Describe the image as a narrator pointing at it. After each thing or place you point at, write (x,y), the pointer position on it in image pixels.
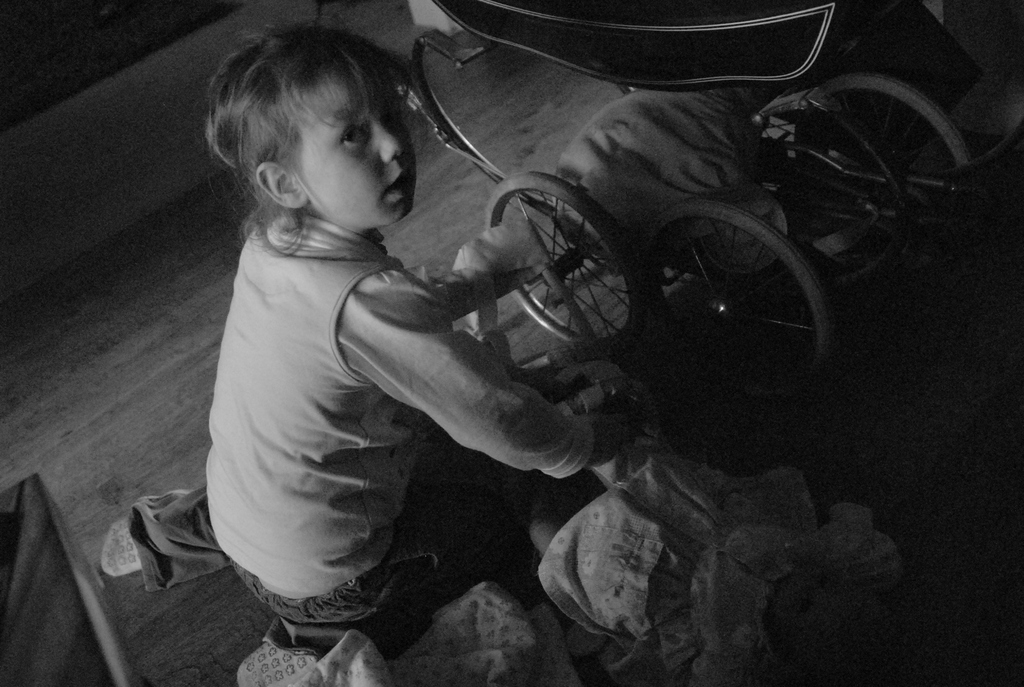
This is a black and white image. There is a girl (258,392) in the center of the image (366,395). There is a pram (632,11). At the bottom of the image (85,464) there is a wooden flooring (117,376).
